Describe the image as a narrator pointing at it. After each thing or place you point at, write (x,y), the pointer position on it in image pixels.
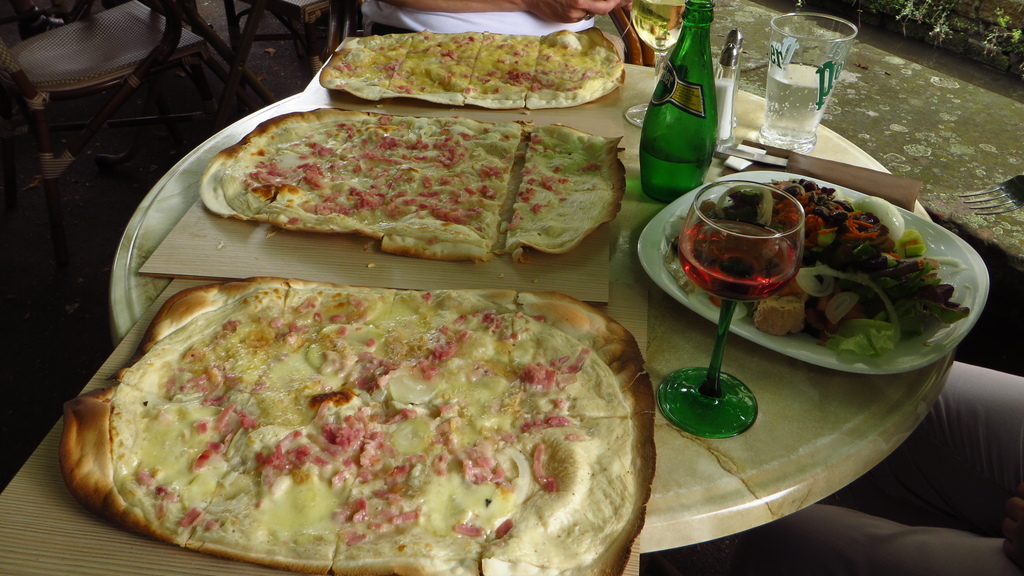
In this picture we can see a table (156,220) and a chair (217,41), there are plates (818,347), three glasses (778,190), a bottle (703,130) present on the table (672,338), we can see some food (476,237) present in these plates (516,118), on the right side (1003,205) there is a fork (1015,196), we can see a person (540,28) here.
